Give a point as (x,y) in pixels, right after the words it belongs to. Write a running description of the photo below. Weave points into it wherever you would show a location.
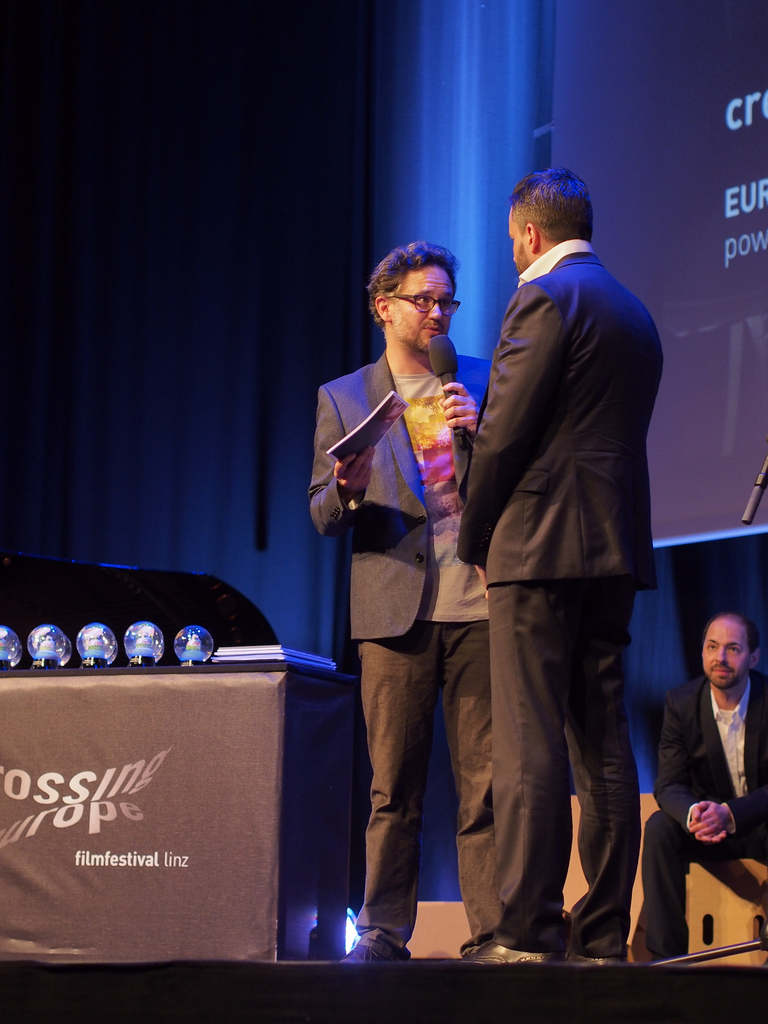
In this image we can see two persons (546,538) standing on the ground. One person (447,587) is holding a book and microphone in his hand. On the left side of the image (186,636) we can see some balls (186,645) and some objects (260,646) placed on the table (143,832). In the background (691,768), we can see a person (701,760) sitting, screen (704,160) with some text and group of lights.
